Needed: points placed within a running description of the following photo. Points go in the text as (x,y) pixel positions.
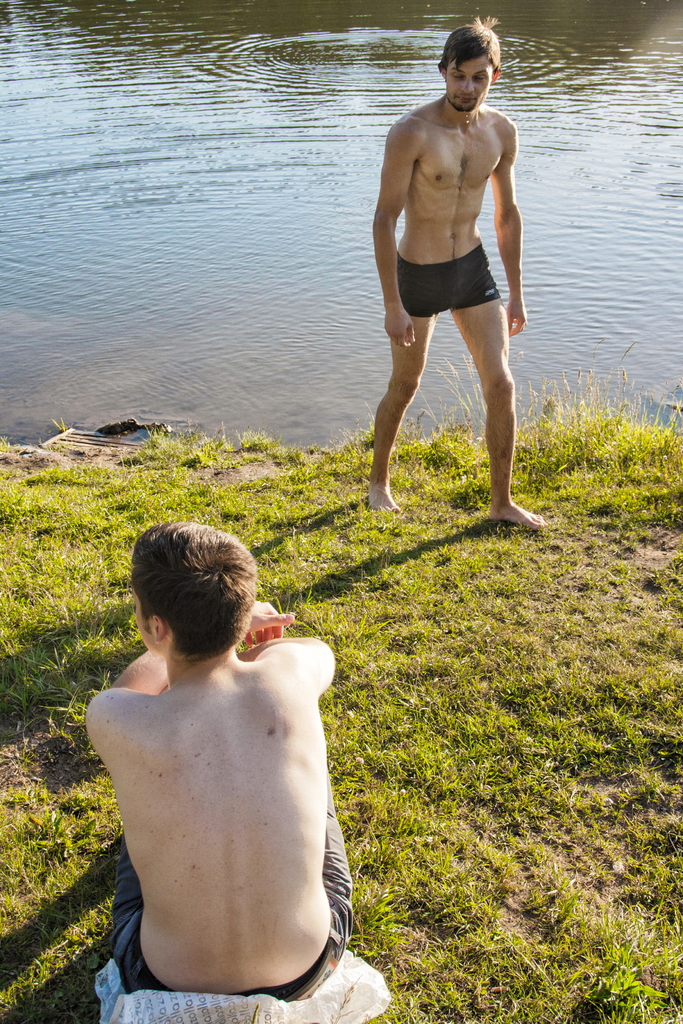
In the foreground (214,863) a person (221,750) is sitting. Here there is a person (475,146) walking. In the background (186,121) there is a water body (122,147).
